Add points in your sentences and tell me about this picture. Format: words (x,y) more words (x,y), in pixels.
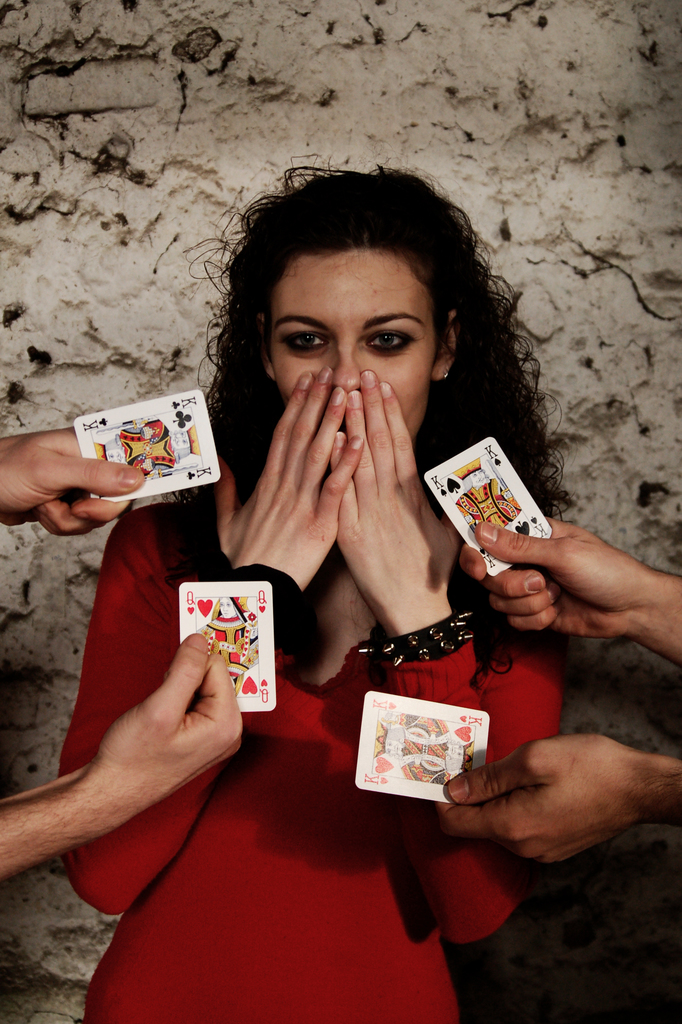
There is a woman (310,764) in a red dress (311,791) closing her mouth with her two hands (315,433) and there are some members (211,655) showing a playing cards (466,485) to the women (336,416) in their hands (112,462) separately. We can observe a wall (239,157) in the background (177,141).
